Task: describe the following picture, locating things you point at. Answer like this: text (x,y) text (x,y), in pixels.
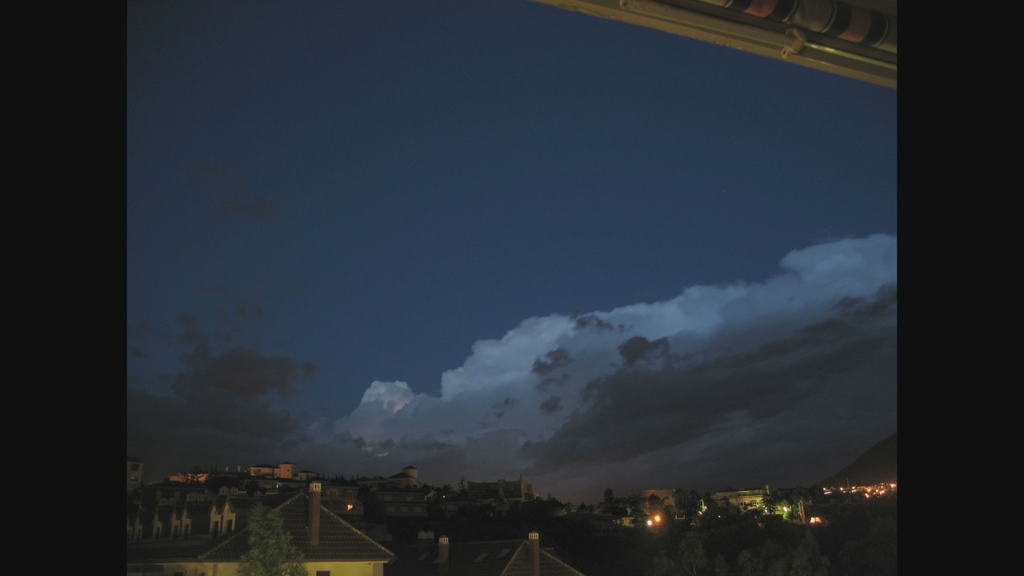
In this image, we can see a few houses (337,562). We can see some lights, trees (805,539). We can also see the sky (857,309) with clouds (857,335).
